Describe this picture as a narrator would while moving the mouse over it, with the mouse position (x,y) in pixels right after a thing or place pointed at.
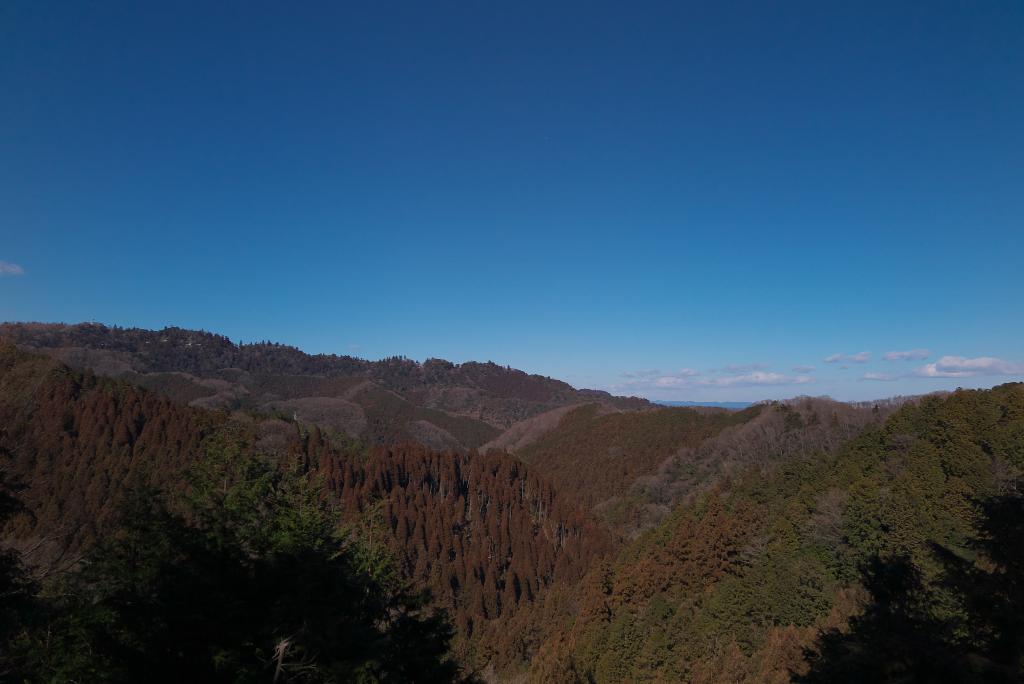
Here we can see trees (87,468), mountains (85,349) and clouds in the sky (571,249).
